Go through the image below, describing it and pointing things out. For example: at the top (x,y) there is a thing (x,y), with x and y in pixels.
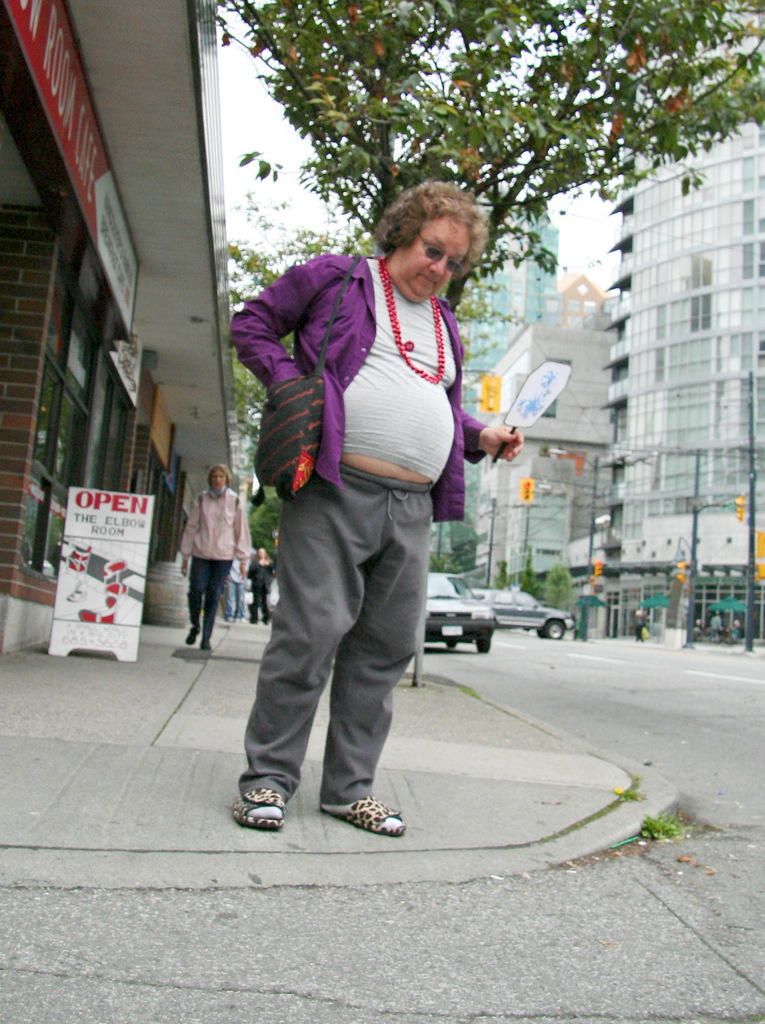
In this image we can see there are people (205,582) standing on the ground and there is the other person (461,402) holding an object (544,388). There are vehicles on the road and we can see the wall (32,253) with windows (122,435) and board (108,242) with text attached to the wall (173,549). And at the right side (588,576) there are buildings (644,586), trees (539,584), umbrellas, traffic lights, poles (691,593) and the sky (608,258).
